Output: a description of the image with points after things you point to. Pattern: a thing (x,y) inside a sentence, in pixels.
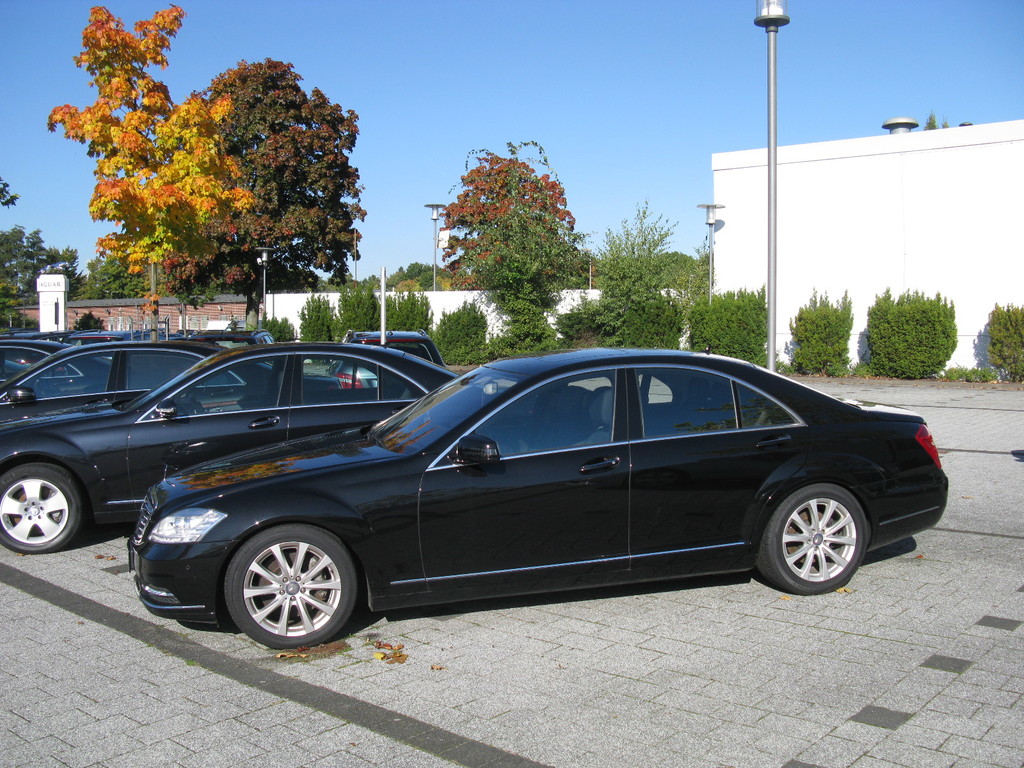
These are the cars (306,409), which are parked. This looks like a light pole (769,236). I can see the trees (173,150) and bushes (543,306). I think this is a building wall (911,202). This looks like a pillar (43,295). Here is the sky (469,104).
